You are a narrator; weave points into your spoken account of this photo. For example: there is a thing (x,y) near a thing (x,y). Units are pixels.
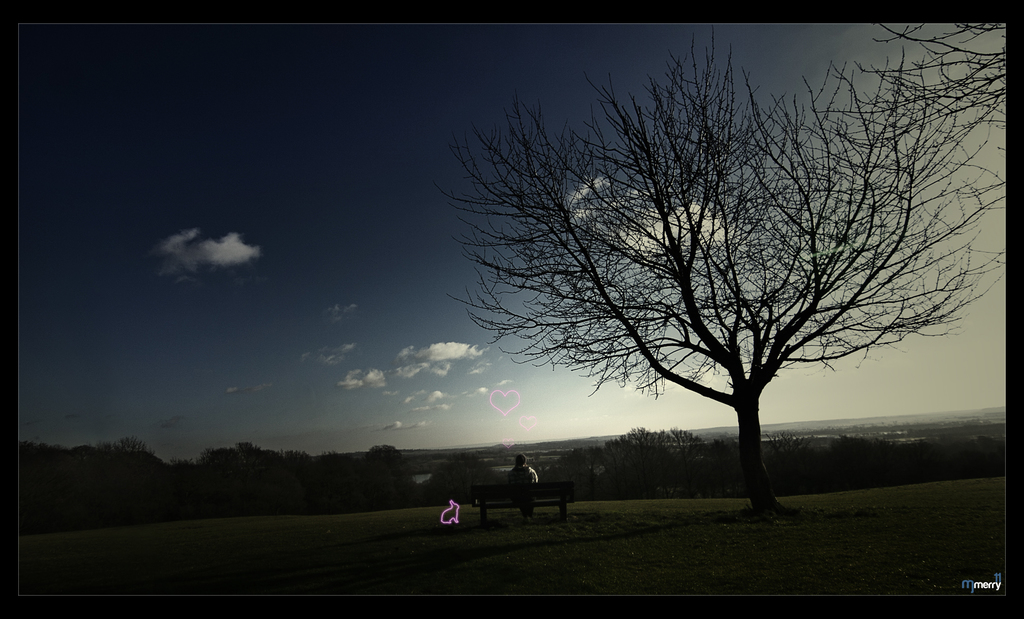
In this picture there is a man (520,474) who is sitting on the bench (503,496). In the background (721,430) I can see the trees (852,440), plants (312,482), water (418,477) and grass (403,526). At the top (339,132) I can see the sky (228,132) and clouds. In the bottom right corner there is a watermark (966,582).
